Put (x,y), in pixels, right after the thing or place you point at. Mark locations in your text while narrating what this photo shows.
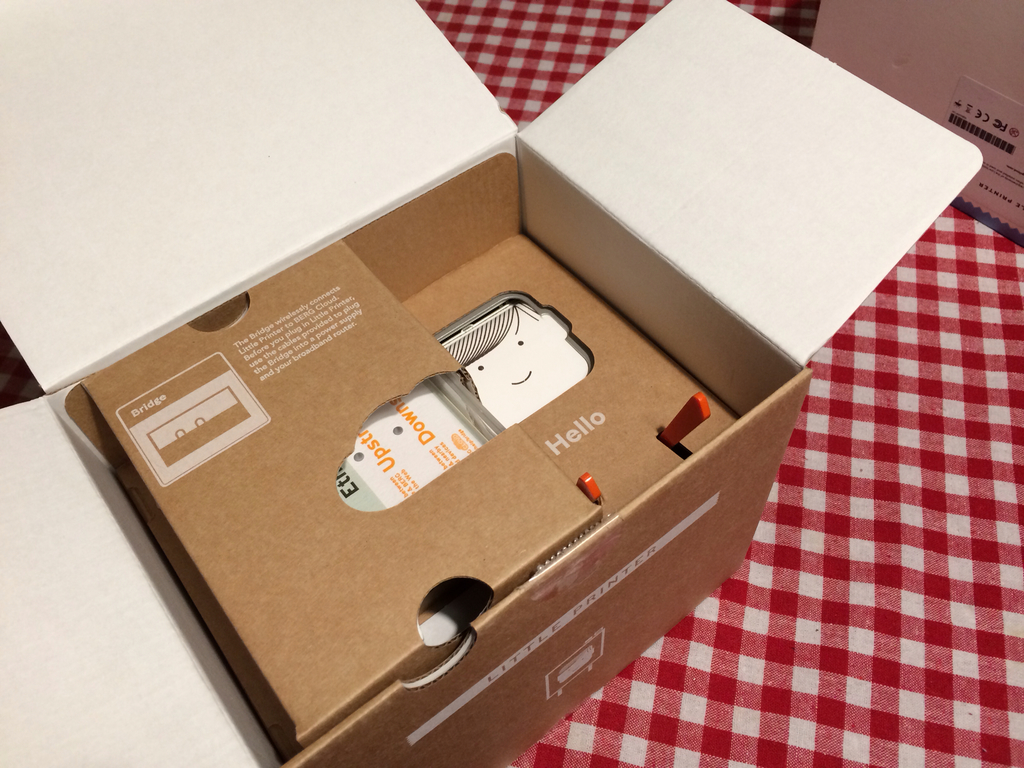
In this image we can see two boxes (743,182) on the cloth (850,489) and there are few objects (488,350) in a box (390,539).
